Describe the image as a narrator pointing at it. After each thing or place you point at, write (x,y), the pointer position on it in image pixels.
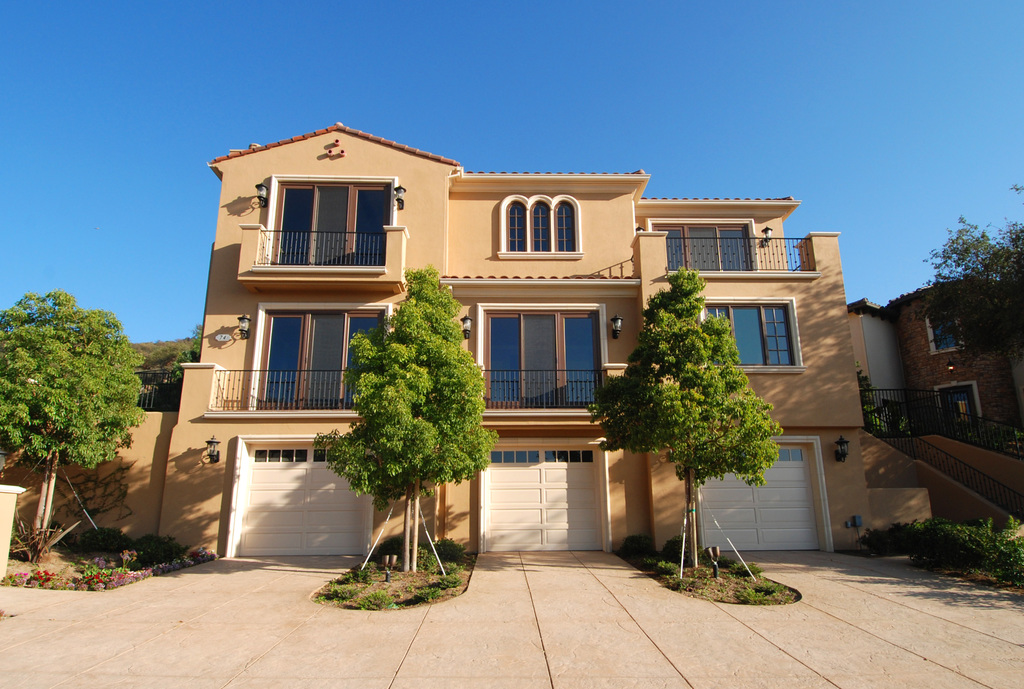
In the center of the image (472,258) we can see trees (365,356) and building (278,337). On the right side of the image (880,363) we can see building (919,358) and tree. On the left side of the image (116,393) we can see trees (53,410). In the background (43,153) we can see sky (599,121).
